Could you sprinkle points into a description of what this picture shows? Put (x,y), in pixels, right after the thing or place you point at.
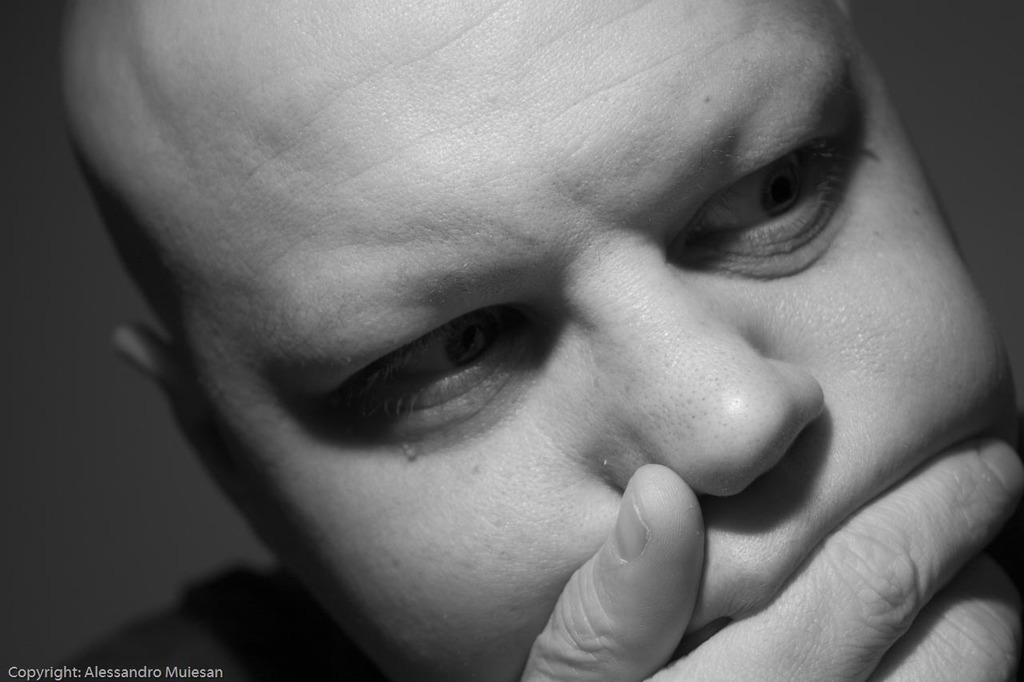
This is a black and white image, in this image there is a man (409,426), on the bottom left (32,675) there is some text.
